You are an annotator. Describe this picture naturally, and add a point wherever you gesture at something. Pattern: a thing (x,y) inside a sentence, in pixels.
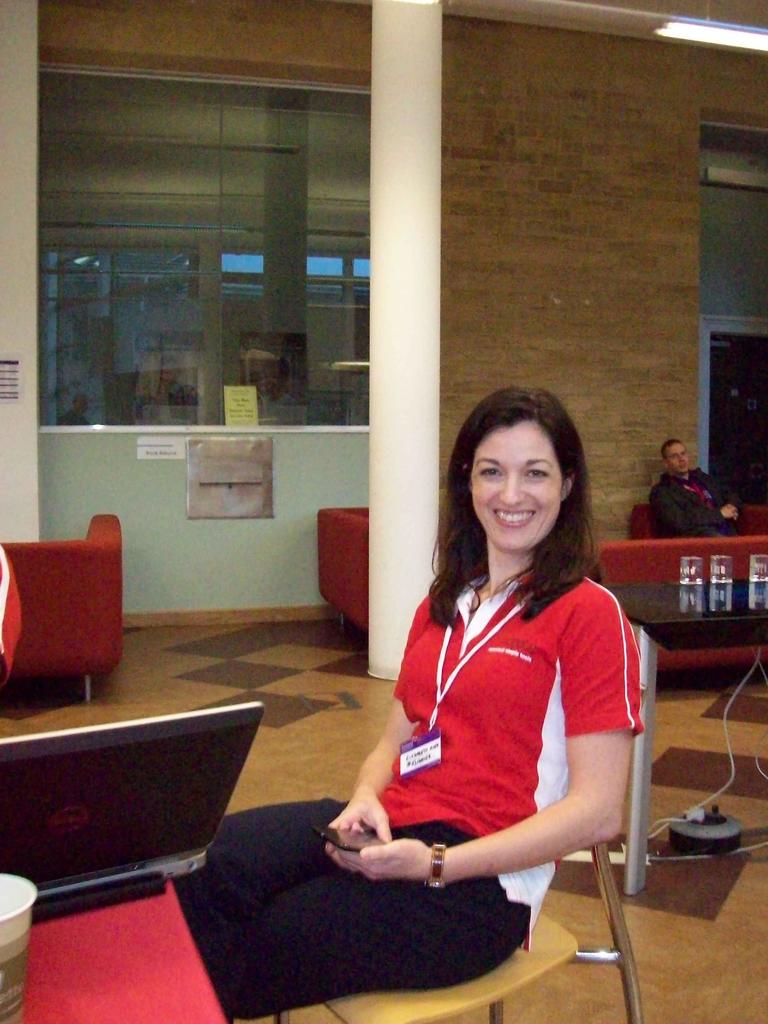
A woman (303,978) is sitting in the chair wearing red color T-shirt (480,805), smiling behind her there is a man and wall (595,214).
